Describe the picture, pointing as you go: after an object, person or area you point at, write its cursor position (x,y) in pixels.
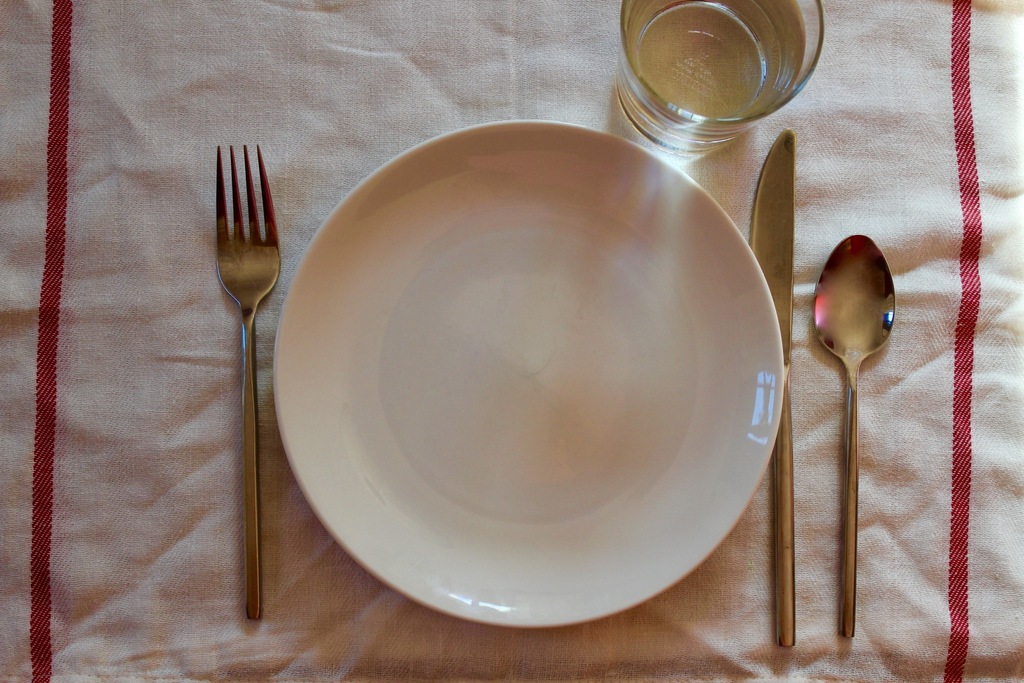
In the image there is an empty plate (539,322), a fork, spoon (849,450), knife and a glass (737,55) filled with some water (698,47), under the plate (510,461) there is a cloth (177,229).
